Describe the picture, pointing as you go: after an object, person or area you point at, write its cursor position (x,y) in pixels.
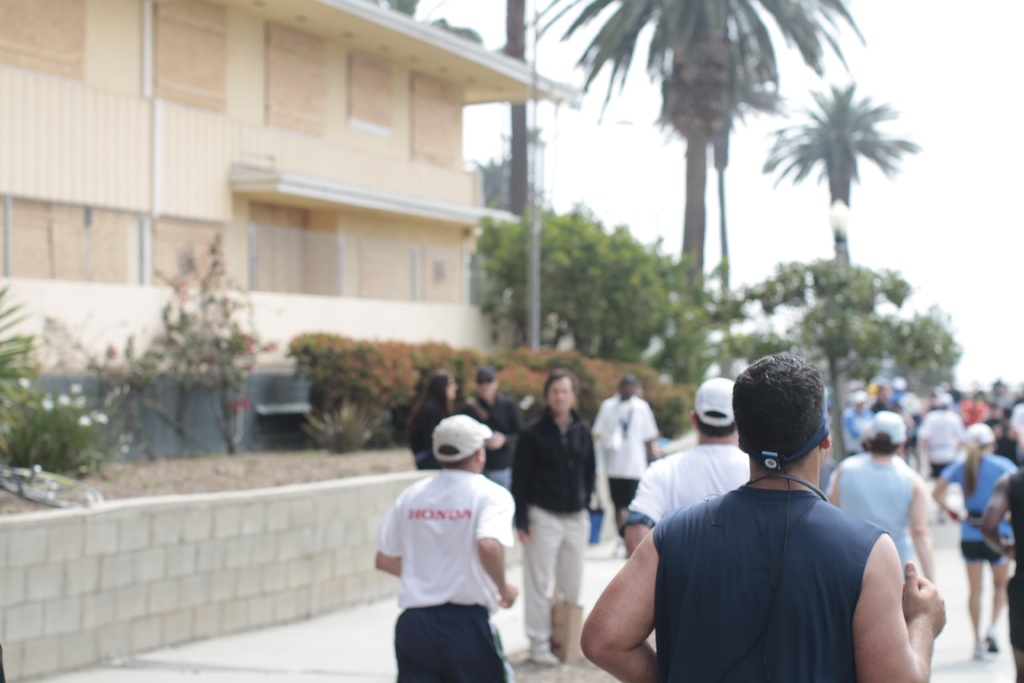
In the image there are many people (608,462) running on the ground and there is a wall (216,565) on the left side (166,541), above the wall (278,515) there are many plants (300,343) and behind the plants (28,443) there is a building (416,163) and behind the building (427,245) there are few trees (505,199).
